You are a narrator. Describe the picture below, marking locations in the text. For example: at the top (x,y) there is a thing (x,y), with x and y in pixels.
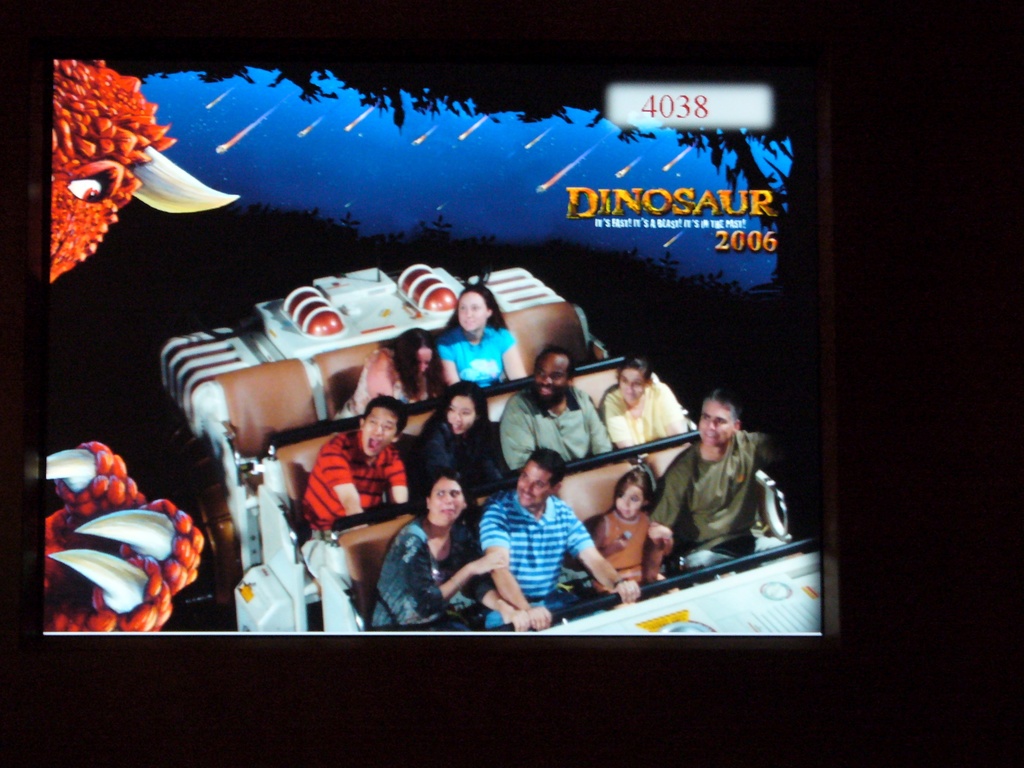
In this picture there is a rollercoaster (216,345) and the group of people (596,427) are sitting on it. Towards the bottom (505,589) there are four people (557,546) in the one seat (322,580), four people (473,445) in another seat (580,385) and two people (479,294) in the last seat (547,328). Towards the bottom left (100,565) there is a hand (107,539), towards the top left (122,127) there is a head (136,166) and a horn (136,192). In the picture there is a text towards the top right (688,198).
